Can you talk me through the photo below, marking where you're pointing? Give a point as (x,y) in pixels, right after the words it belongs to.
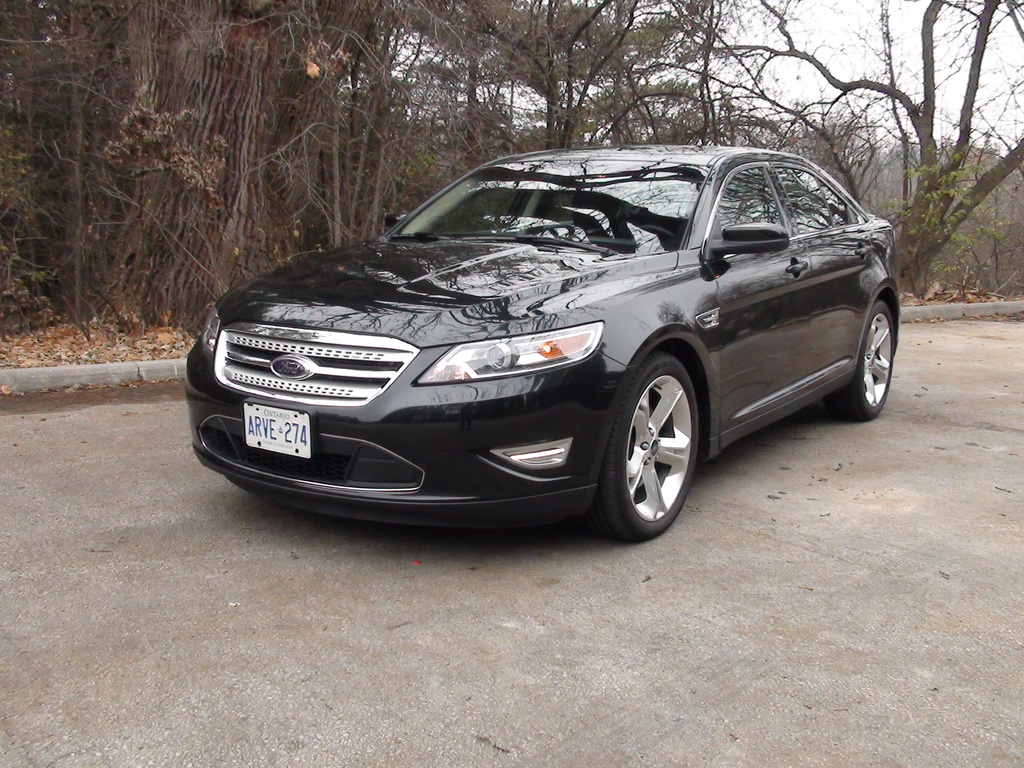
In this image I see the path (45,503) and I see a car (545,266) over here which is of black in color and I see the number plate (251,425) over here on which there are alphabets (265,435) and numbers (292,427) written. In the background (16,294) I see number of trees (227,184) and I see the sky (822,28).
